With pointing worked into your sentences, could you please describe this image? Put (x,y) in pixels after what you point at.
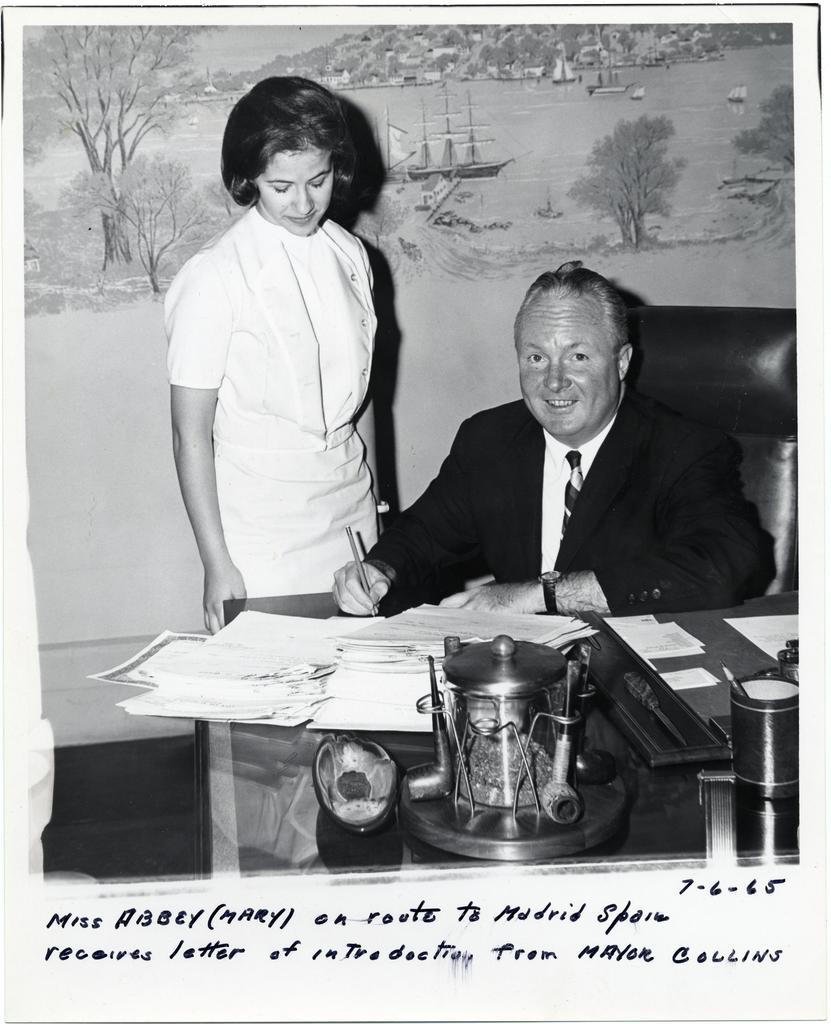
In this image we have a woman (291,456) who is standing and wearing a white dress (275,388). Beside the woman (309,351) we have a man (621,482) who is sitting on the chair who is wearing a black suit (529,517). On the table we have a few papers (286,700) and few objects (581,719) on it.
